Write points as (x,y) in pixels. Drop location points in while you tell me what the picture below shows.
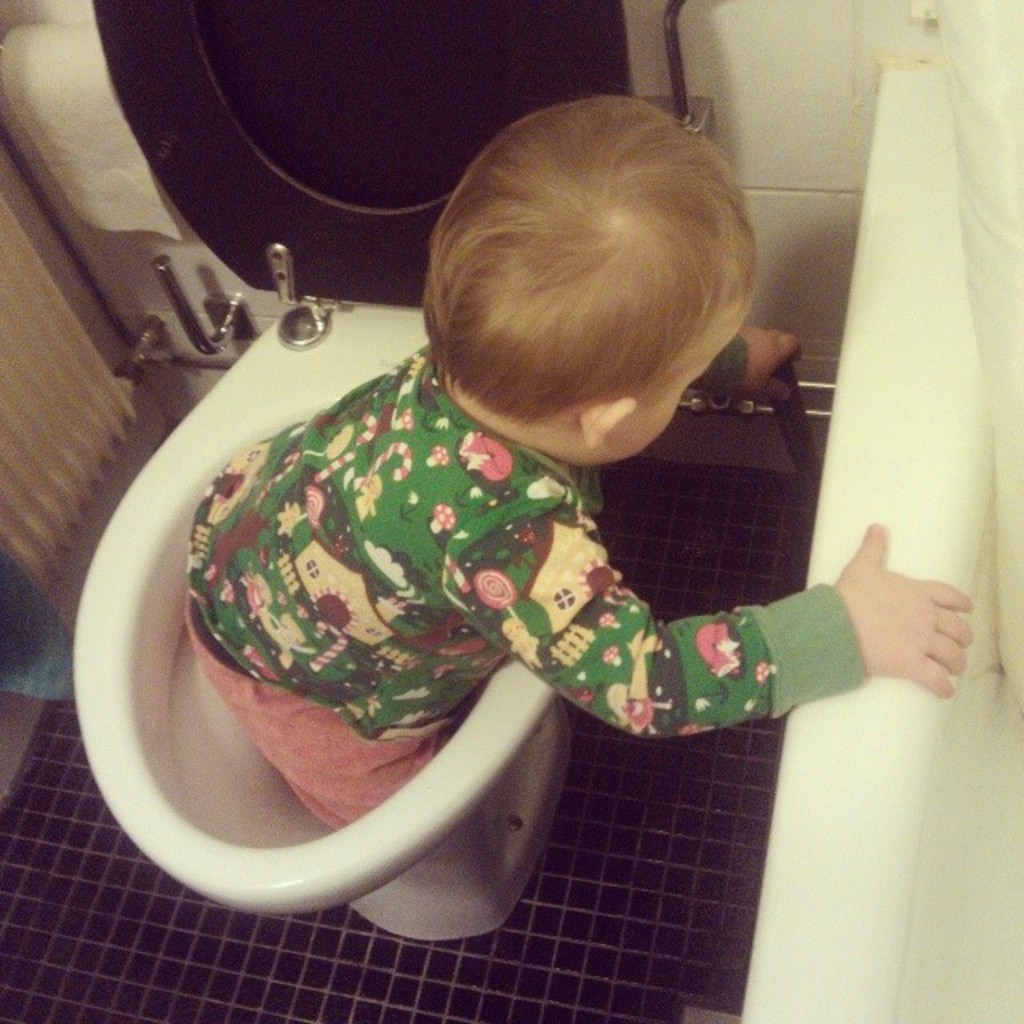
In the image a kid (291,781) is standing in a western toilet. Behind the western toilet (119,729) there is wall (900,17).
